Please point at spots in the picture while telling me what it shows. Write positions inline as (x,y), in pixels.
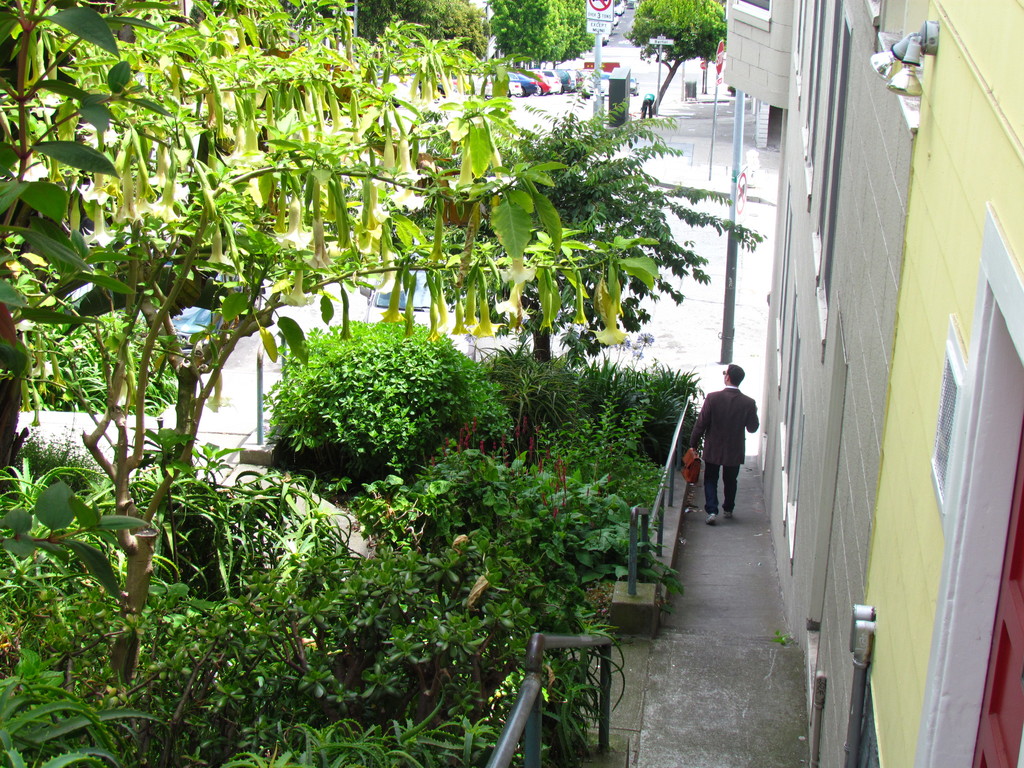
In this picture we can see a building (950,438) on the right side (950,438), on the left side (310,172) we can see some plants (368,481) and tree (222,69), there is a person (710,497) walking in the middle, in the background (597,210) there are some trees (532,29), vehicles (564,71), poles (599,80) and boards (603,28).
